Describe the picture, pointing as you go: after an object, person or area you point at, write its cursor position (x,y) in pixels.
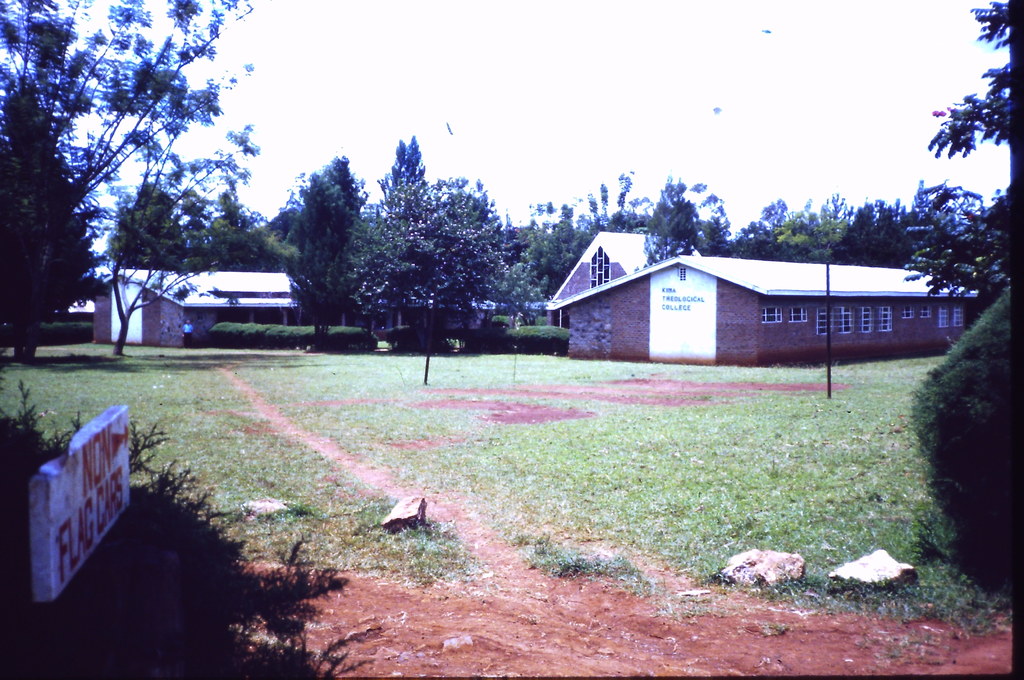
This picture is clicked outside. On the left corner (69,488) we can see the text (116,482) on a white color object (82,521) and we can see the plants (962,395), trees (502,240), green grass (654,456), rocks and some poles (829,375). In the center (491,309) we can see the houses (867,292) and the trees (69,260) and shrubs (434,330). In the background (600,91) we can see the sky (919,75) and the trees (322,212).
